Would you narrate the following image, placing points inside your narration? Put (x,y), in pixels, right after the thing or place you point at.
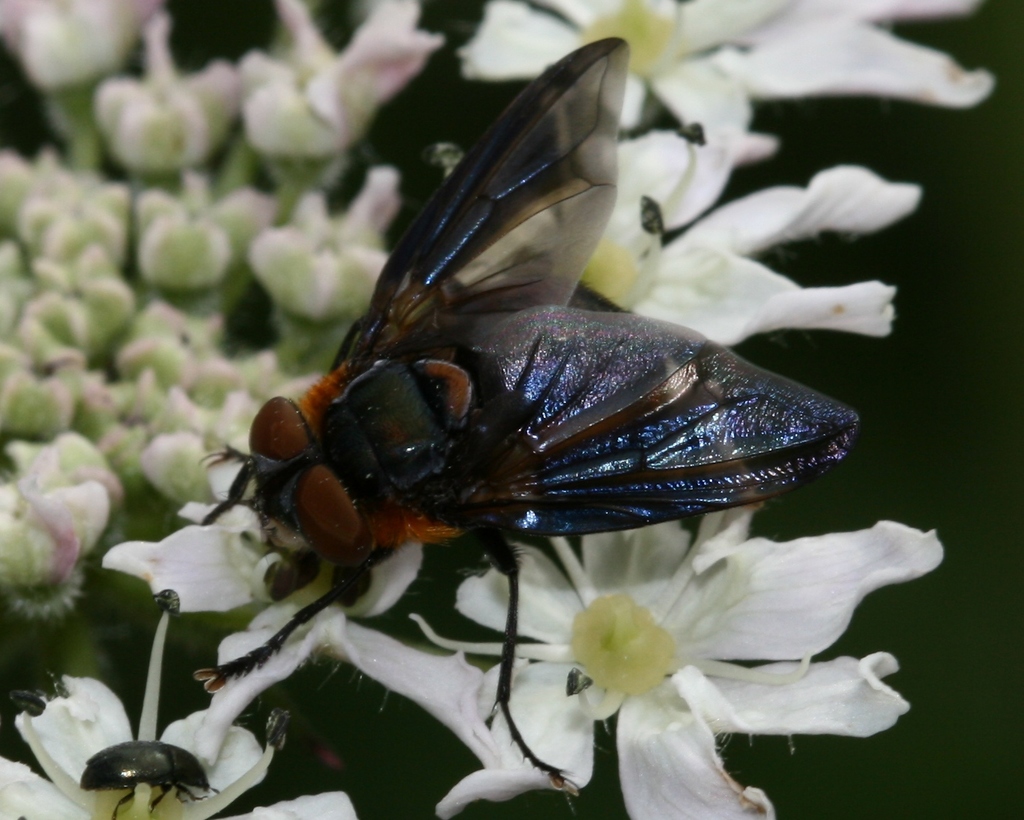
In the center of the image (492,351), we can see a fly (392,387) and at the bottom (345,630), there are flowers (606,639) and buds (309,60).
